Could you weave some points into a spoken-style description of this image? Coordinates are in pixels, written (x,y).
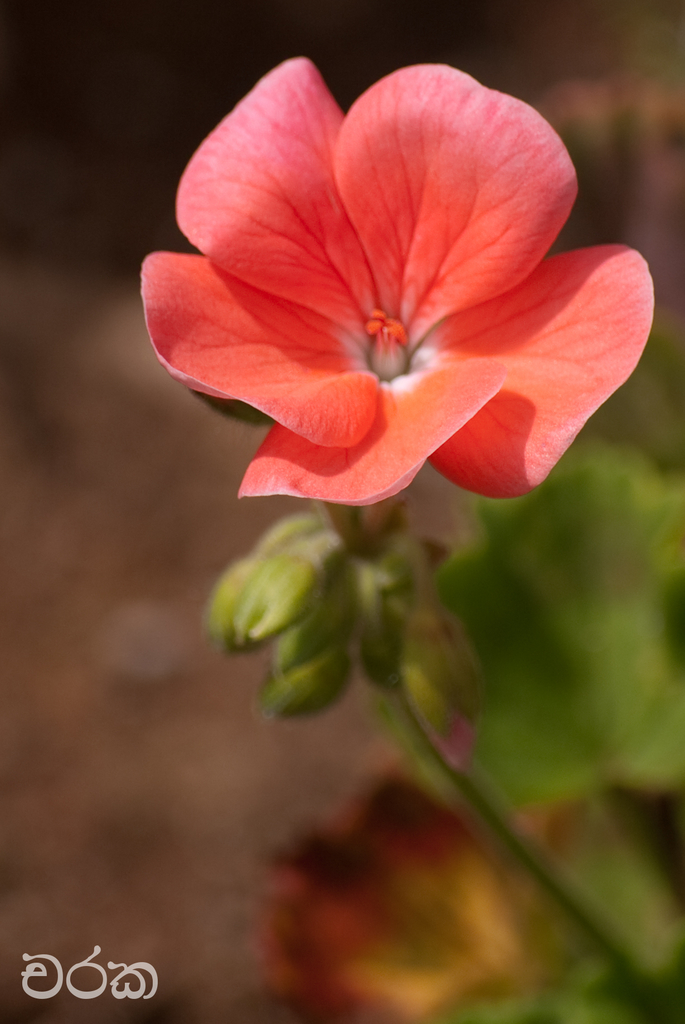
In this picture we can see a flower (306,257) and leaves (555,510). In the bottom left corner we can see the text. In the background (148,84), the image is blurred.
